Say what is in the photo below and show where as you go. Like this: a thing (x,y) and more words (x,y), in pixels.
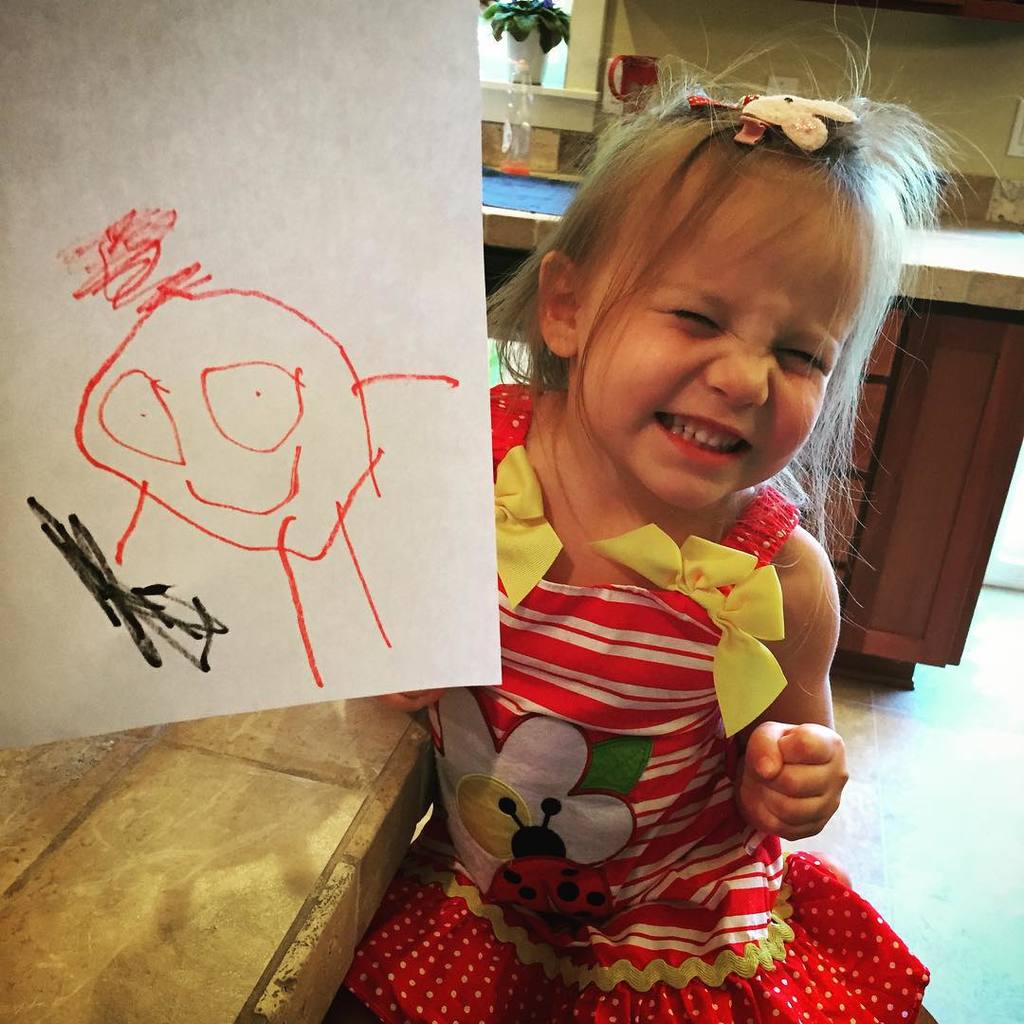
A girl (671,761) with red frock (609,786) she is standing and she is smiling. She is showing a paper (289,287). In the paper (205,351) a drawing (214,391) is there. Beside her there is a table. In the background (530,60) there is a glass (522,110) and a pot (533,43) with a plant (525,13).
